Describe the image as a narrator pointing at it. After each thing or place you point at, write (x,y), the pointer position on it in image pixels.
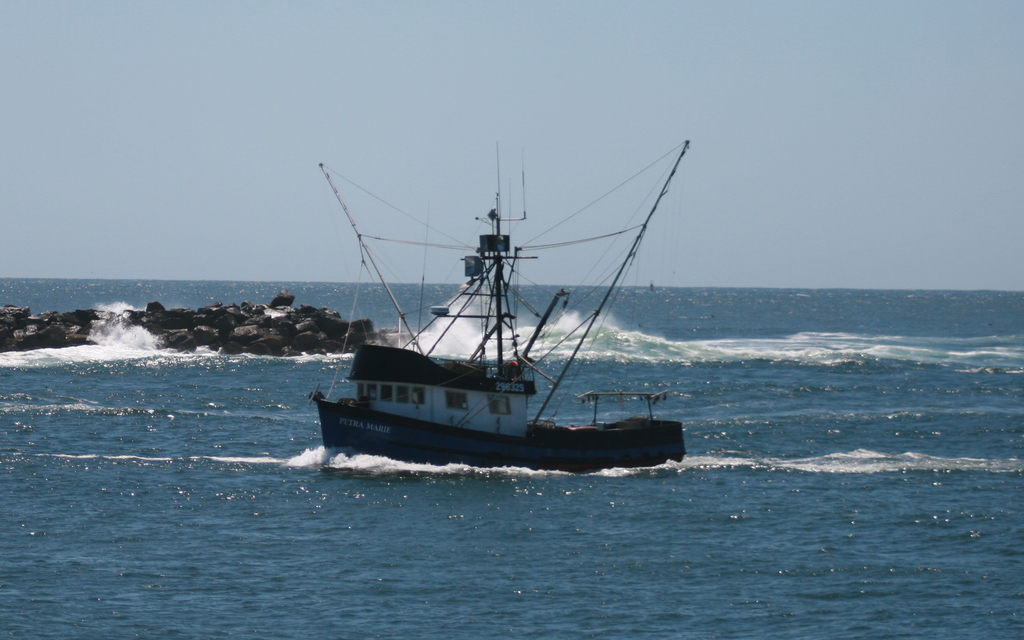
In this image there is a boat (445,400) on a sea (663,321) and there are rocks (320,329), in the background (55,268) there is the sky (622,176).
